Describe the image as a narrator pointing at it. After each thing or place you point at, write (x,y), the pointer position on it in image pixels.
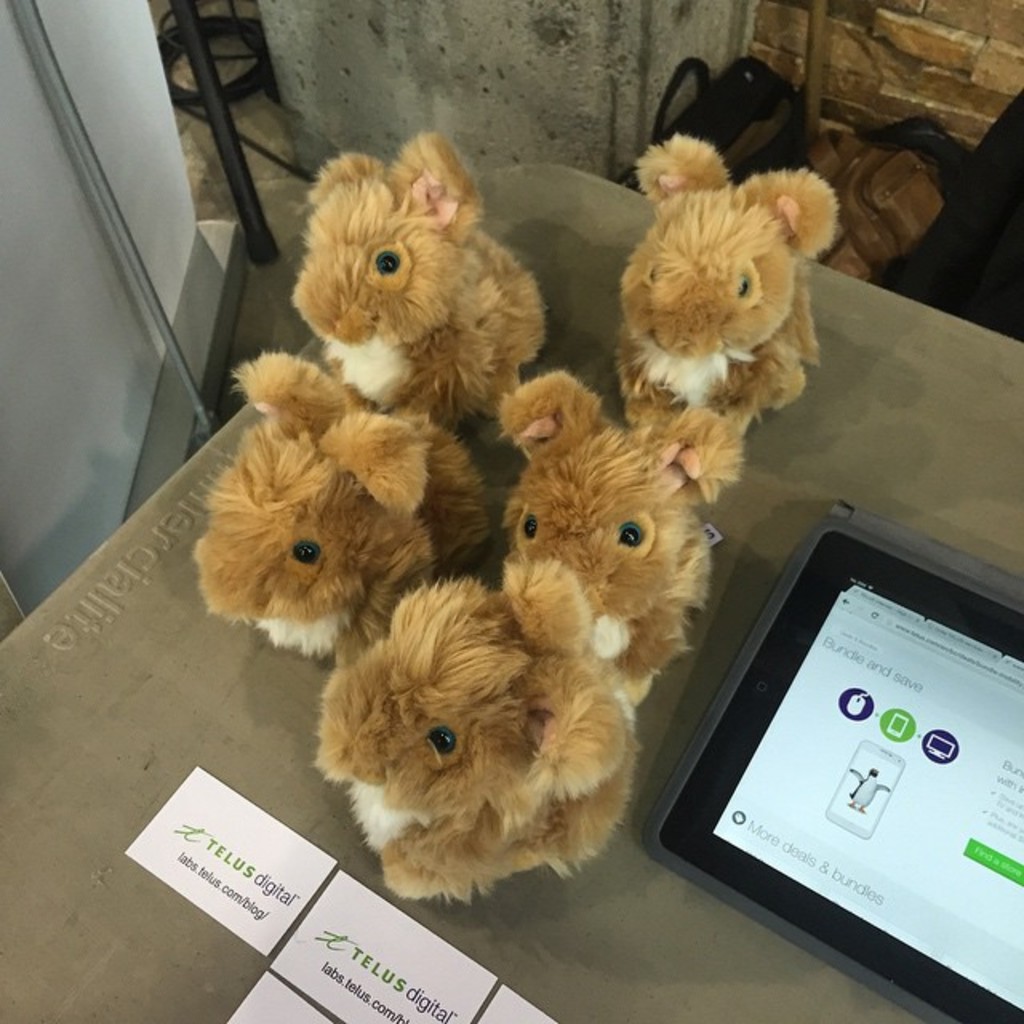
In this image we can see toys (395,407), screen (961,928) and name boards (252,939) on the surface (758,578). In the background of the image (844,25) there is a wall (397,86), iron objects (251,196) and other objects (933,270). On the screen (848,786) there are some icons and text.
